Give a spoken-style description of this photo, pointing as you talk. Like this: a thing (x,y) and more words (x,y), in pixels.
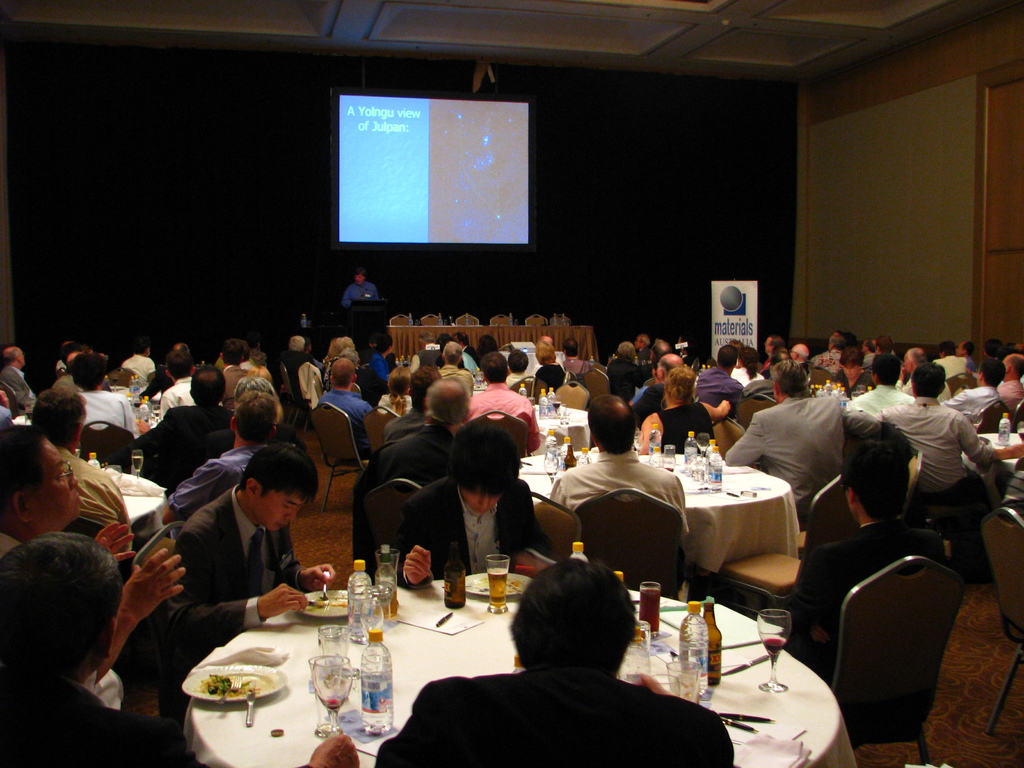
In this image I can see number of persons (198,470) sitting on chairs (386,418) around tables (483,640) and on the tables (491,651) I can see few glasses (498,605), few bottles (462,594), few plates (189,678) and few spoons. In the background (367,277) I can see a person (358,290) standing, a screen (388,203), a table (397,334), few chairs (428,321), a banner (732,306), the wall (884,246) and the ceiling (441,38).
